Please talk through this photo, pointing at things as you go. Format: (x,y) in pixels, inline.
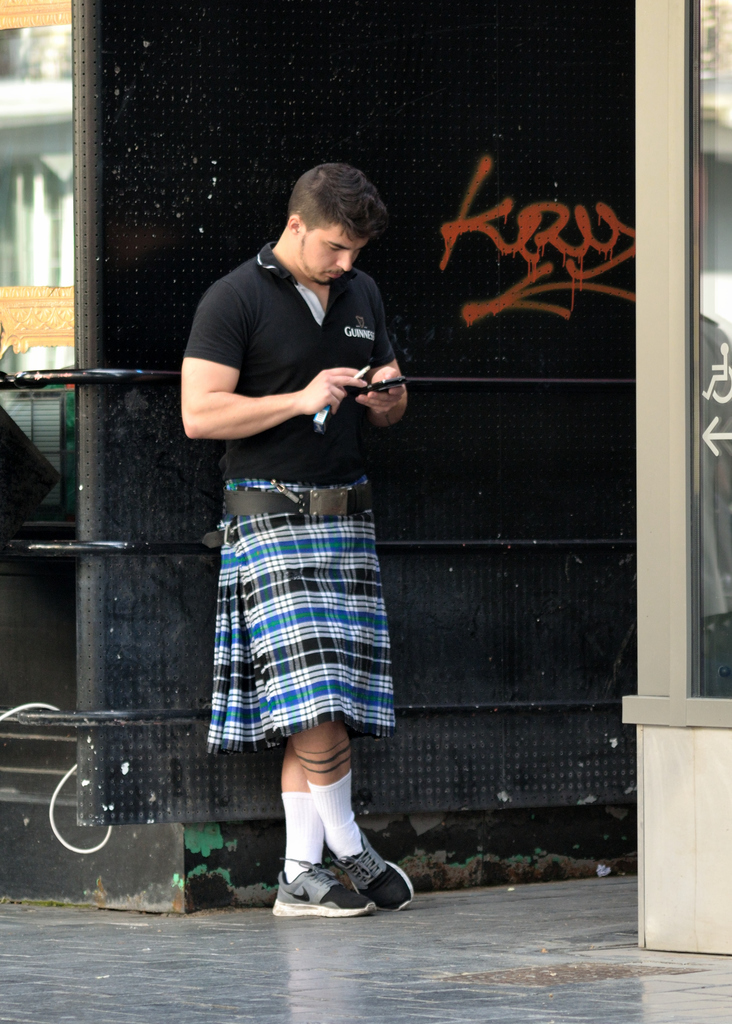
In this image we can see a man (340,474) standing and holding a mobile phone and some other thing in his hands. We can see an object (387,57) which looks like a board (561,653) behind the person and on the right side of the image (714,368) we can see a sign symbol (714,450) on the glass (705,345).
